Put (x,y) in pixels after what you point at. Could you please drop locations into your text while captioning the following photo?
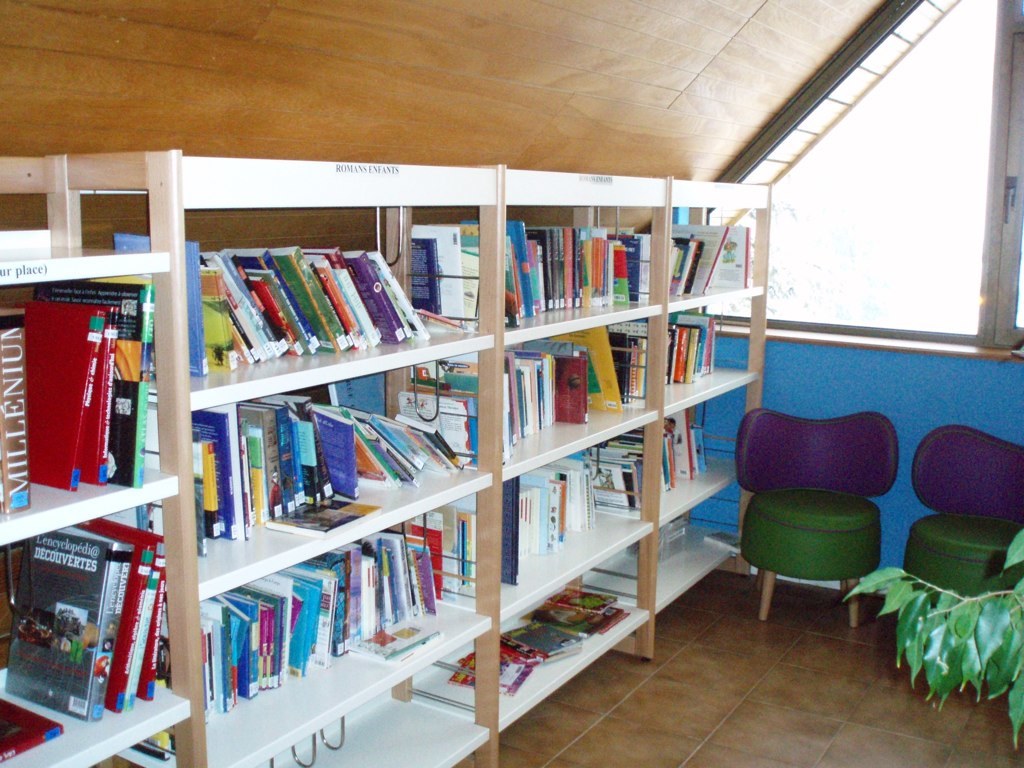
As we can see in the image there is a rack (422,746) filled with books (435,367), a window (810,216) and there are two chairs (858,537).
